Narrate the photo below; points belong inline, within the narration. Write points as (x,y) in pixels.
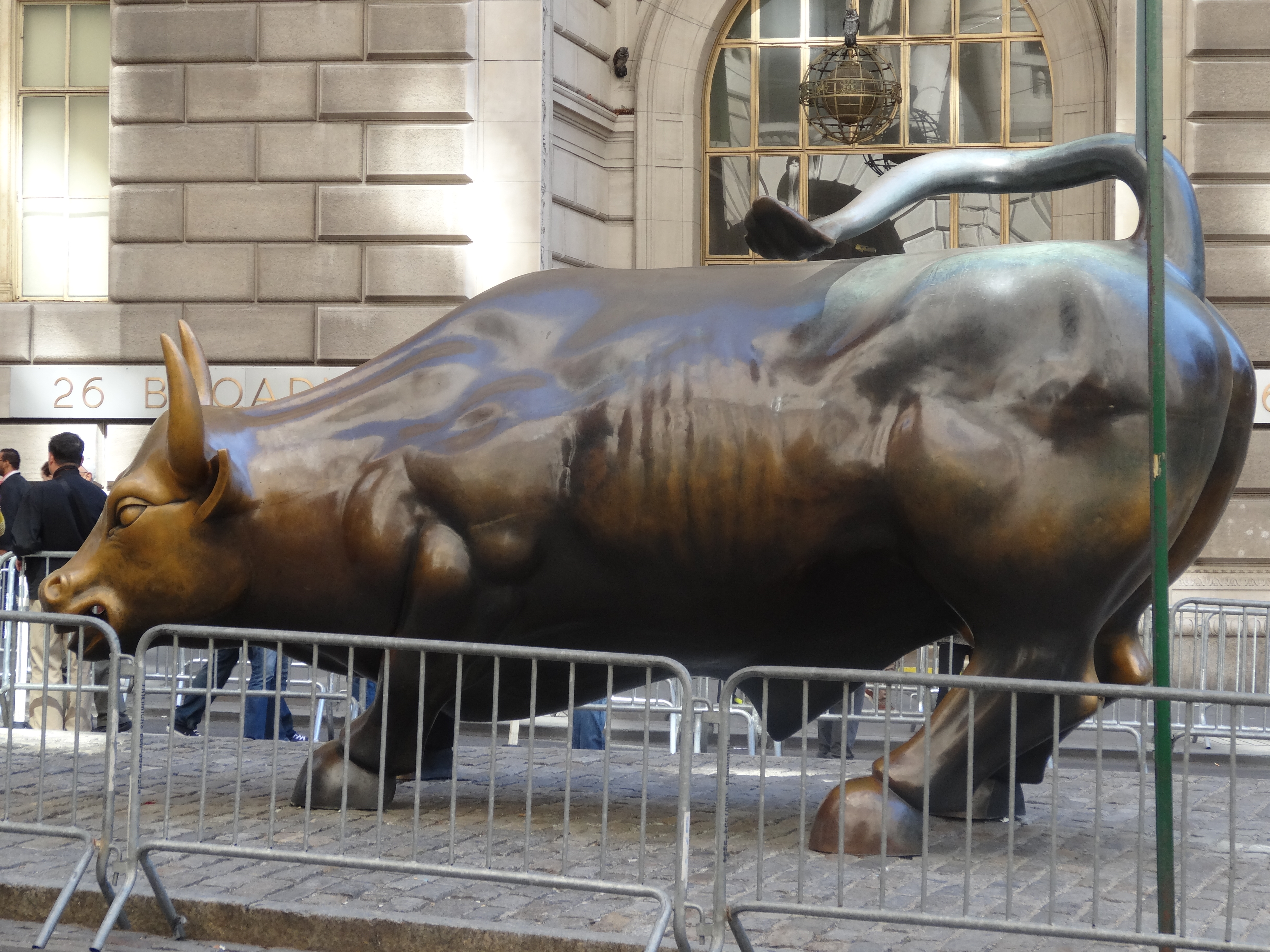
In this image there is a big sculpture (870,437) of bull (701,517) surrounded with fence (459,711), beside them there are group of people (33,677) walking on the road (474,728) and a building (1260,460).
